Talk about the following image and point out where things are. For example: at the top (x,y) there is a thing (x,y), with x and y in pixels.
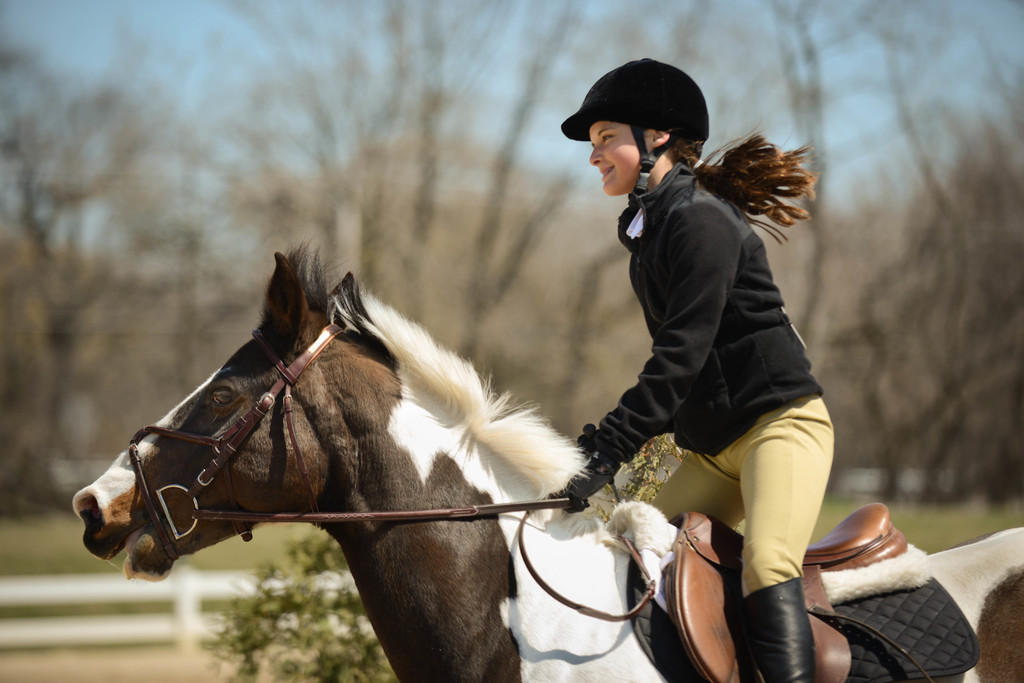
In this image in the front (357,429) there is a woman (712,432) riding a horse (373,478) and smiling. In the center (655,455) there is a tree (287,658) and there is a fence (179,616) which is white in colour. In the background (316,526) there is grass (837,516) on the ground (862,503) and there are trees (821,278).
